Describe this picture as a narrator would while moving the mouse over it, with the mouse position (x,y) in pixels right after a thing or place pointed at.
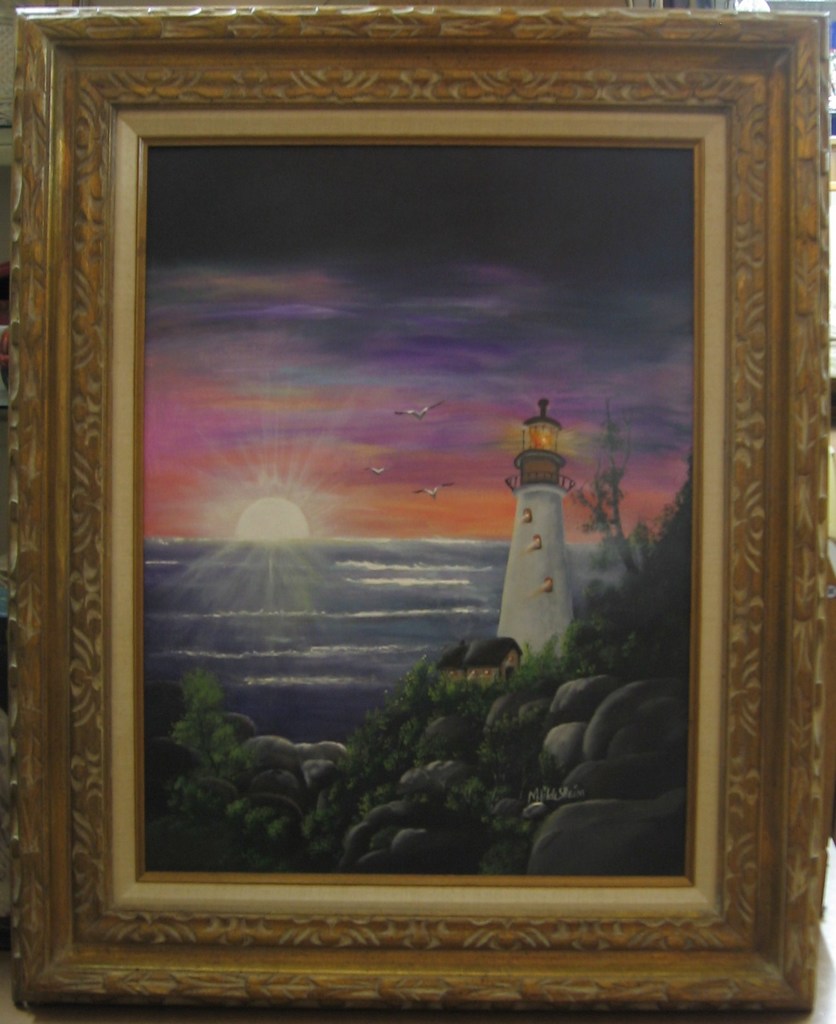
In this image I can see the frame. In the frame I can see the rocks (514,801), plants (478,752), lighthouse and water (290,612). In the background (230,504) I can see the sun (262,514), clouds (374,365) and the sky (384,305).
